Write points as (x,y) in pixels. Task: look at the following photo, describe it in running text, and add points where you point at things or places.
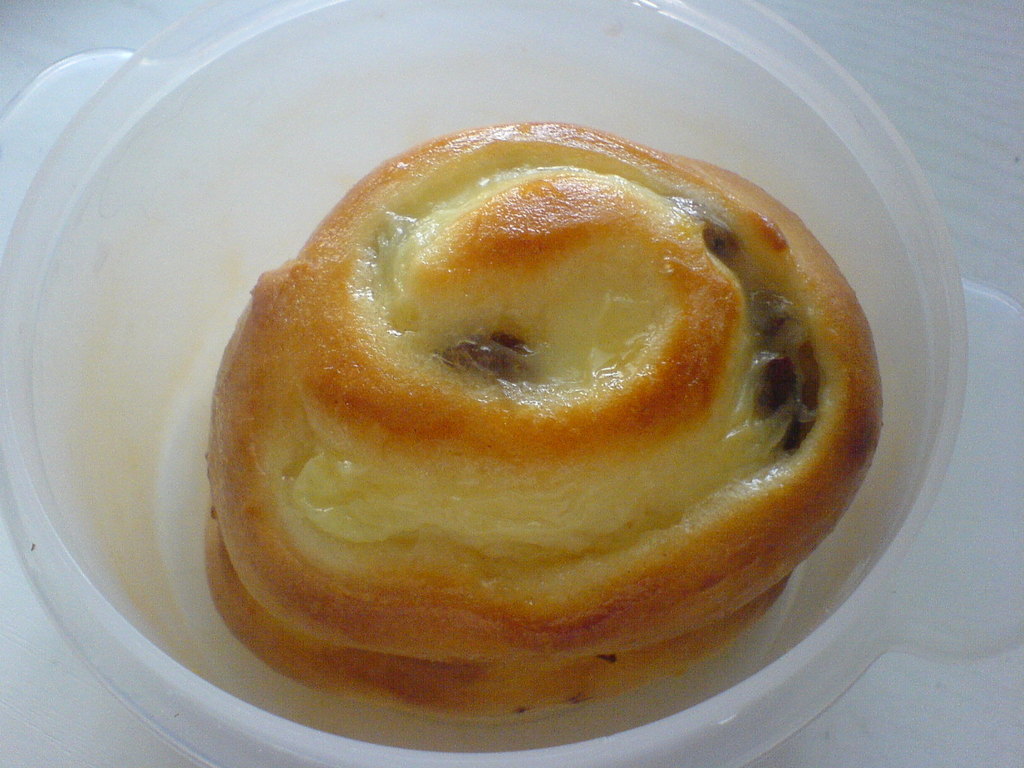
In this image I can see food (364,199) which is of brown and cream colour in a plastic bowl (270,133).
